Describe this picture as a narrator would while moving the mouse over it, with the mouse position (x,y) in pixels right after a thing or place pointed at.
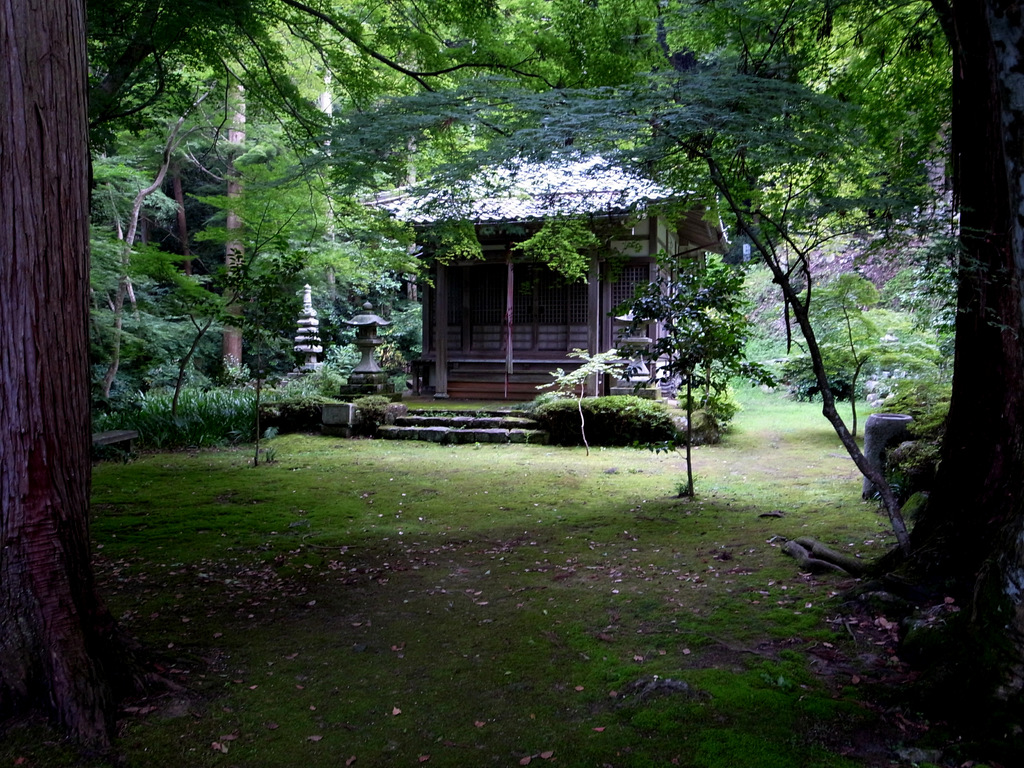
In this picture we can see few trees (1005,236) and a house (464,266).
